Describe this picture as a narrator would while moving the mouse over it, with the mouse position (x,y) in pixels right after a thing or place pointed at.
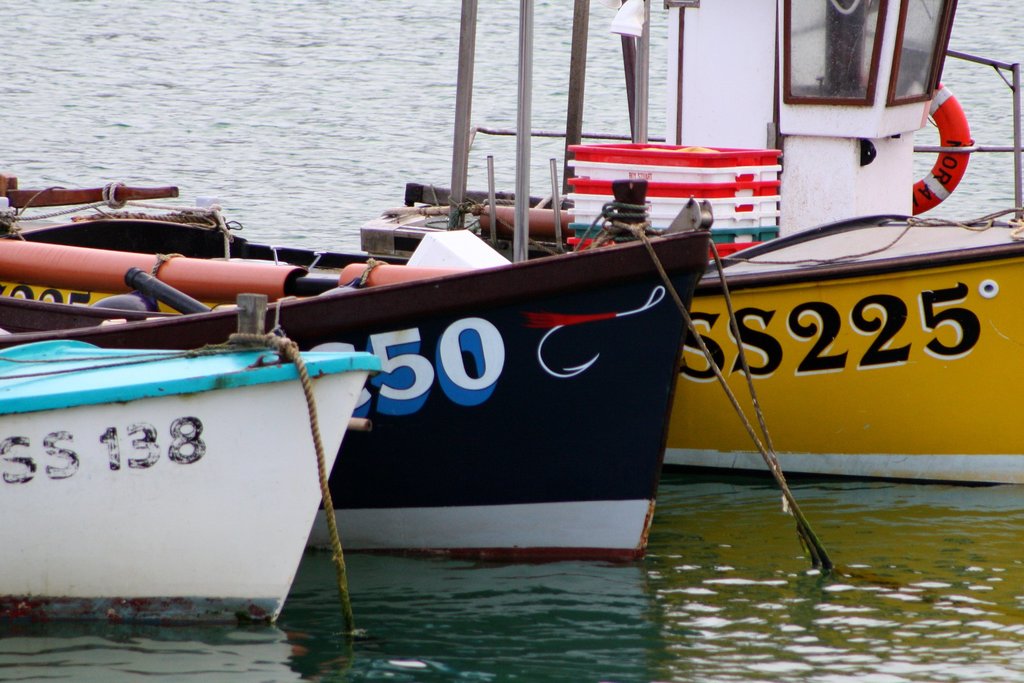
In the image on the water (511,656) there are boats (975,302). On the boats (226,369) there are names (202,451), rods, ropes (164,354) and many other things (683,178).
